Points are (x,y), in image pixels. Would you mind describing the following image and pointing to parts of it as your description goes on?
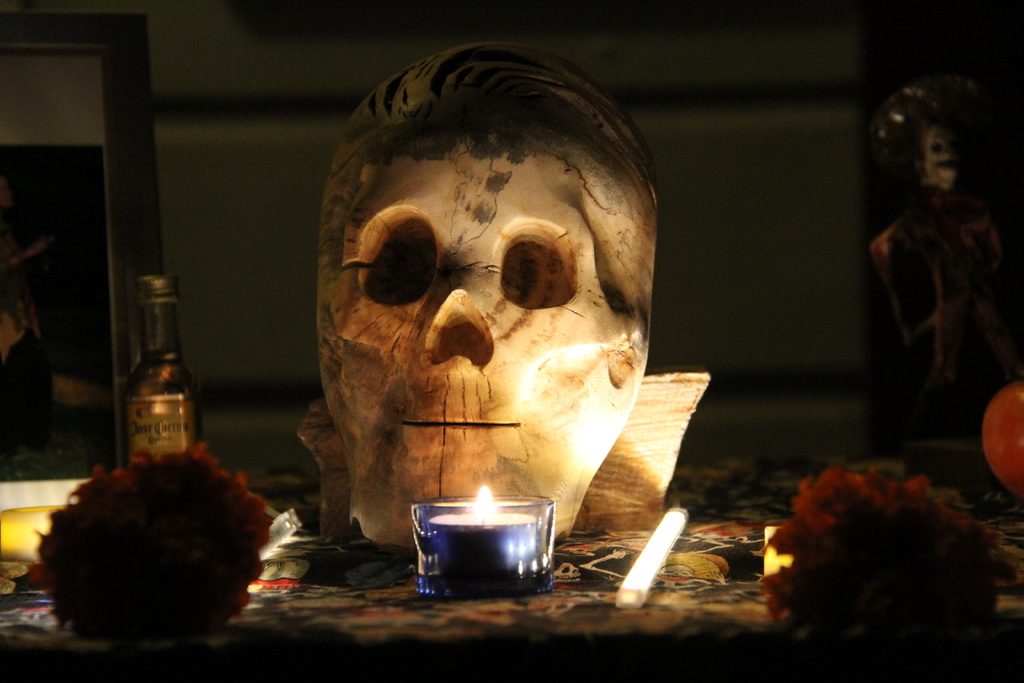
In this image we can see the skull mask (434,385), candle (509,551), light (629,590), flowers (178,588), bottle (177,348), photo frame (137,341) and few more objects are kept on the surface (683,623). The background of the image (195,92) is dark.
